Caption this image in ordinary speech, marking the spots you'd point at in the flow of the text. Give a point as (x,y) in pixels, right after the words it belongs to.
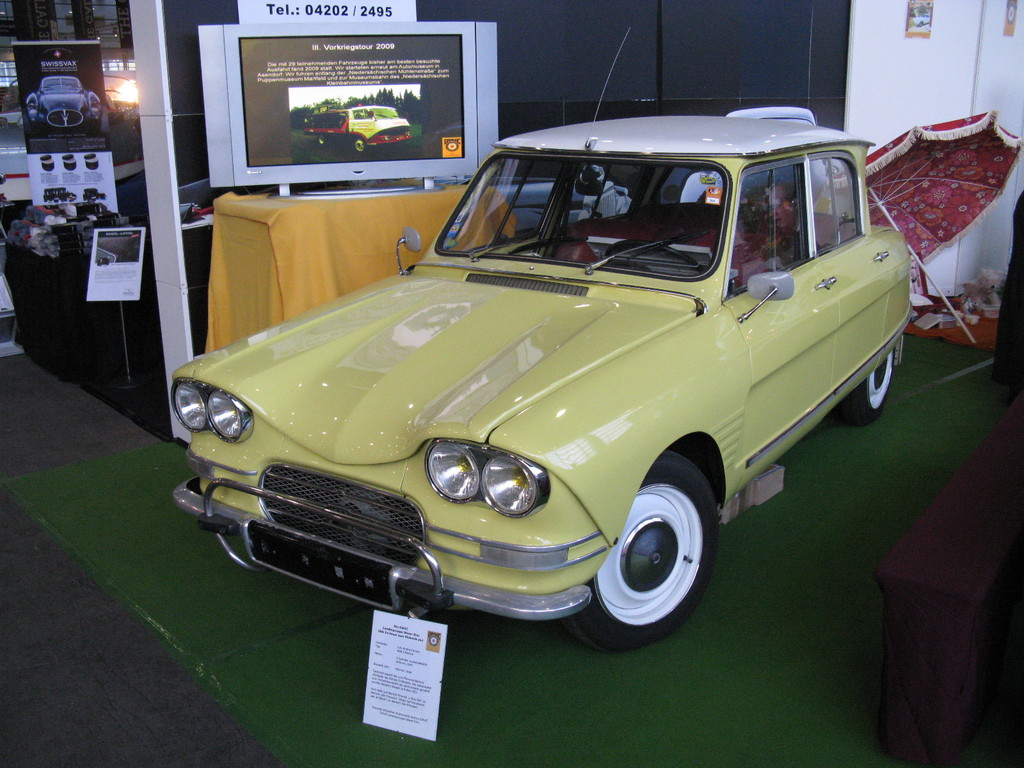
There is a vehicle (504,183) parked on the floor (781,693) which is covered with a carpet (895,517) near an umbrella (881,155) and a screen (481,122) which is on a table (456,195). In the background (142,325), there are other objects (136,12).
